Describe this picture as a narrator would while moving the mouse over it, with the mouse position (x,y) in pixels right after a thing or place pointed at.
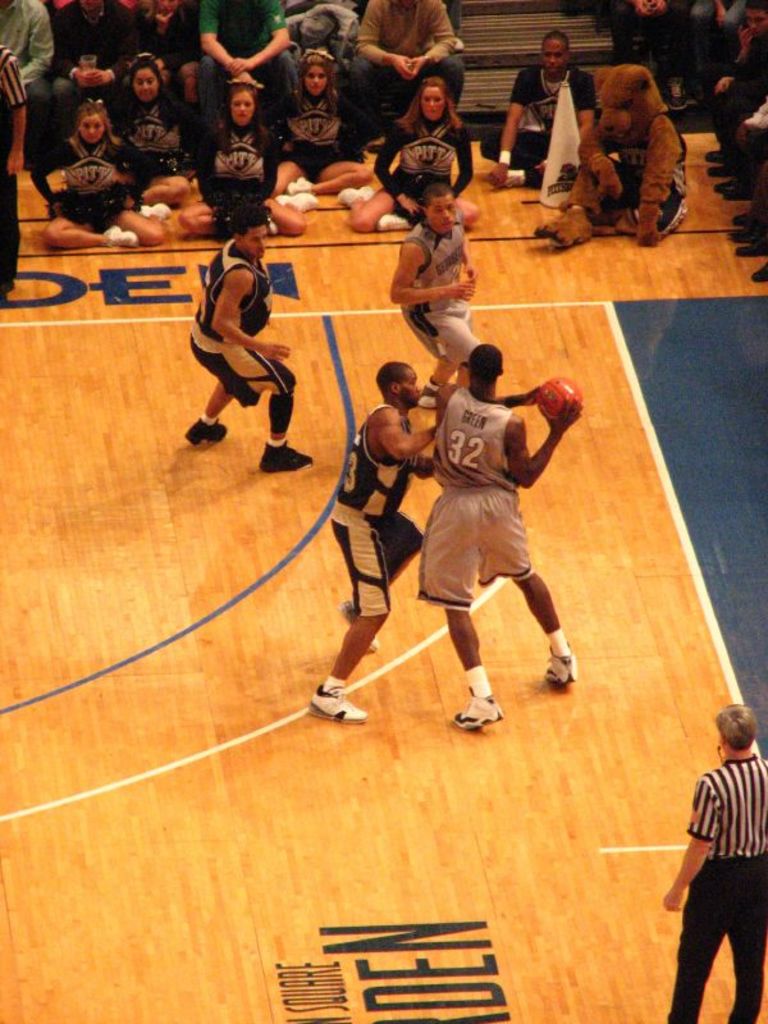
This is the picture of a stadium (78,458). In this picture there are group of people (457,316) standing. At the back (24,74) there are group of people (422,101) sitting. There is a person (478,441) with grey t-shirt (478,441) is standing and holding the ball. In the bottom right (742,961) there is a person (709,826) standing. There is a text (358,934) on the floor (582,708).
